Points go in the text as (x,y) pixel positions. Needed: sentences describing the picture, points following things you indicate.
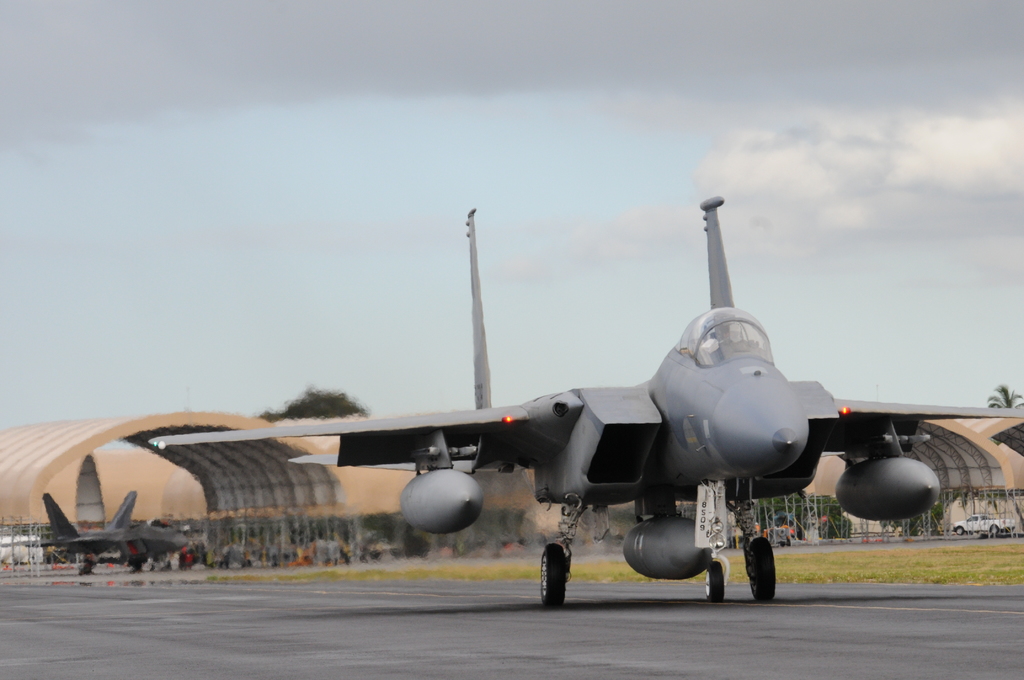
In this picture we can see two jet planes (765,451), there is grass (866,557) in the middle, in the background (971,508) we can see trees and a shelter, on the right side (996,533) there is a car (975,521), we can see the sky (615,115) and clouds (612,97) at the top of the picture (617,99).
